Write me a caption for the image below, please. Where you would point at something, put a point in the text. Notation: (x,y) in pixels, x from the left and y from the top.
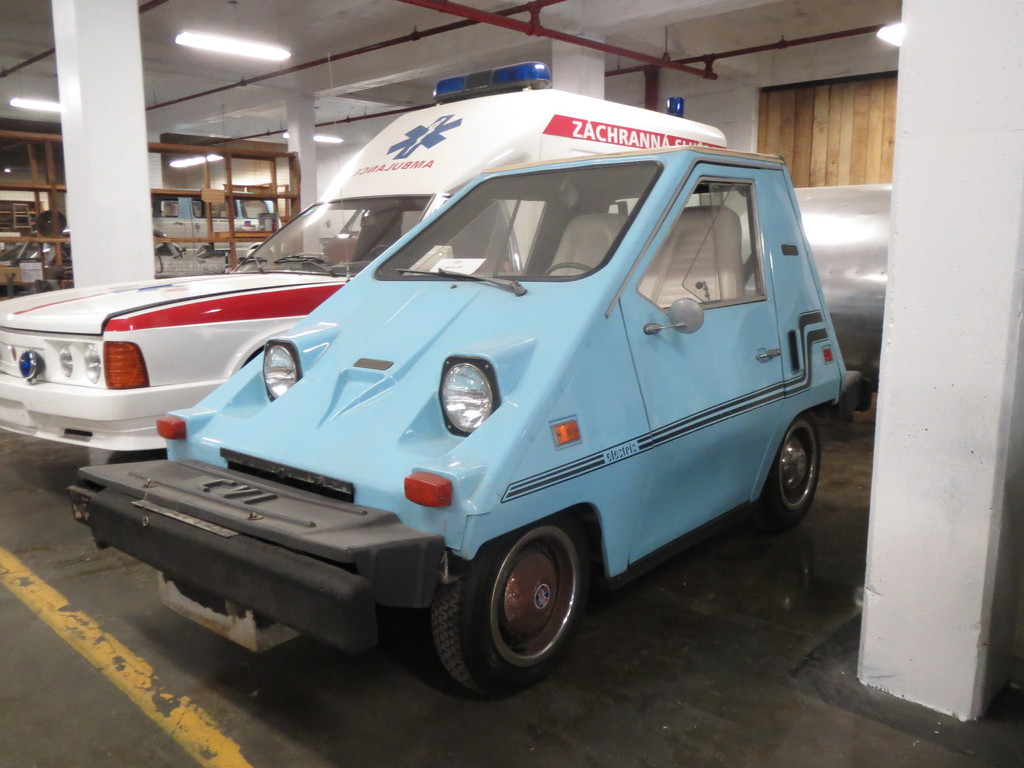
In this picture we can see a few vehicles (443,578) on the floor (361,706). There are tube lights (24,103) on top.
